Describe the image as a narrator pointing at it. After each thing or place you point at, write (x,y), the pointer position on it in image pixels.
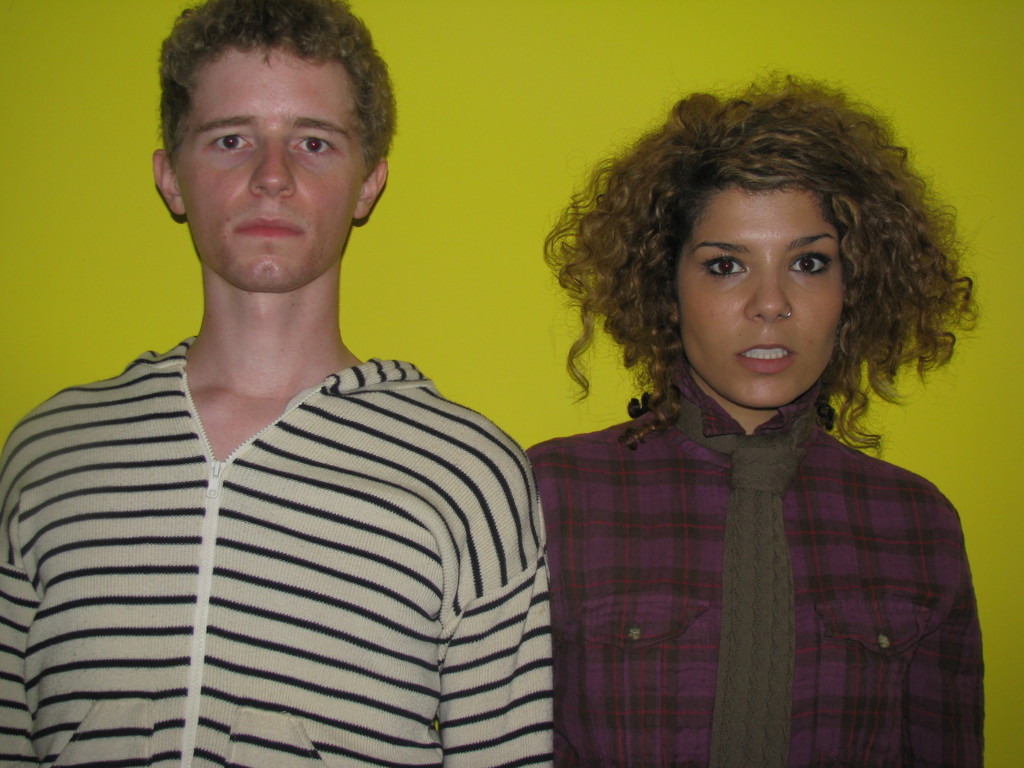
There is a man (384,625) and a woman (700,598). Woman (689,606) is wearing a scarf (789,448). In the background (531,217) there is a wall (413,60).
